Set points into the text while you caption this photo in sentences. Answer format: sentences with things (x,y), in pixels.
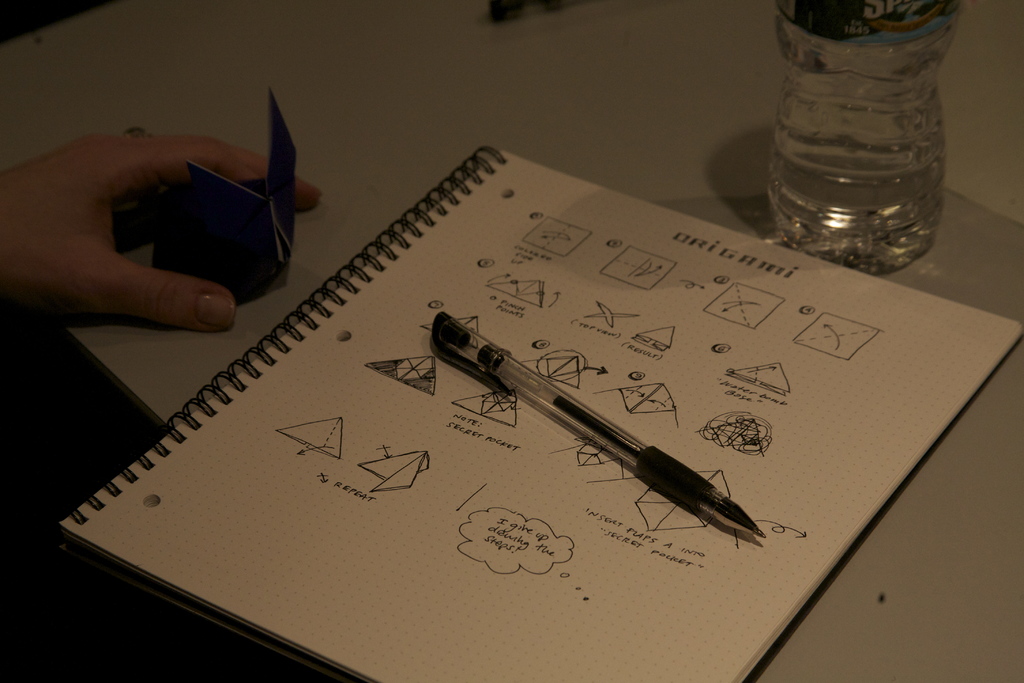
We can see hand (232,161), paper (684,328), pen (446,358), bottle (879,6) on the table (536,102).
